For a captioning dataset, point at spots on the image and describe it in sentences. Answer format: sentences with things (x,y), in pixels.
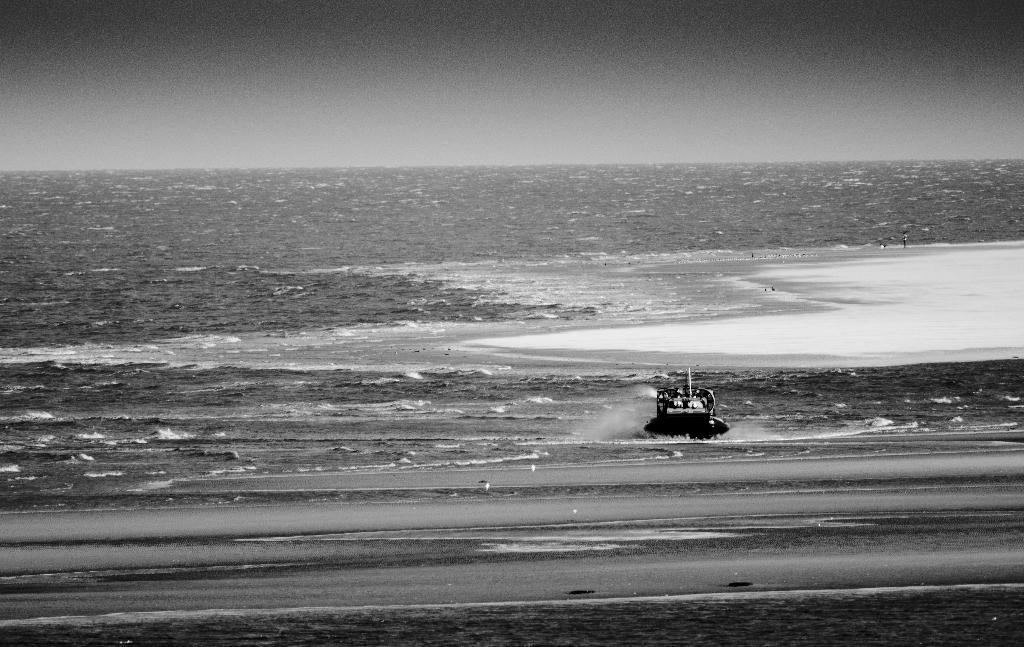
In this image we can see there is a boat (696,409) on the sea (492,397).
